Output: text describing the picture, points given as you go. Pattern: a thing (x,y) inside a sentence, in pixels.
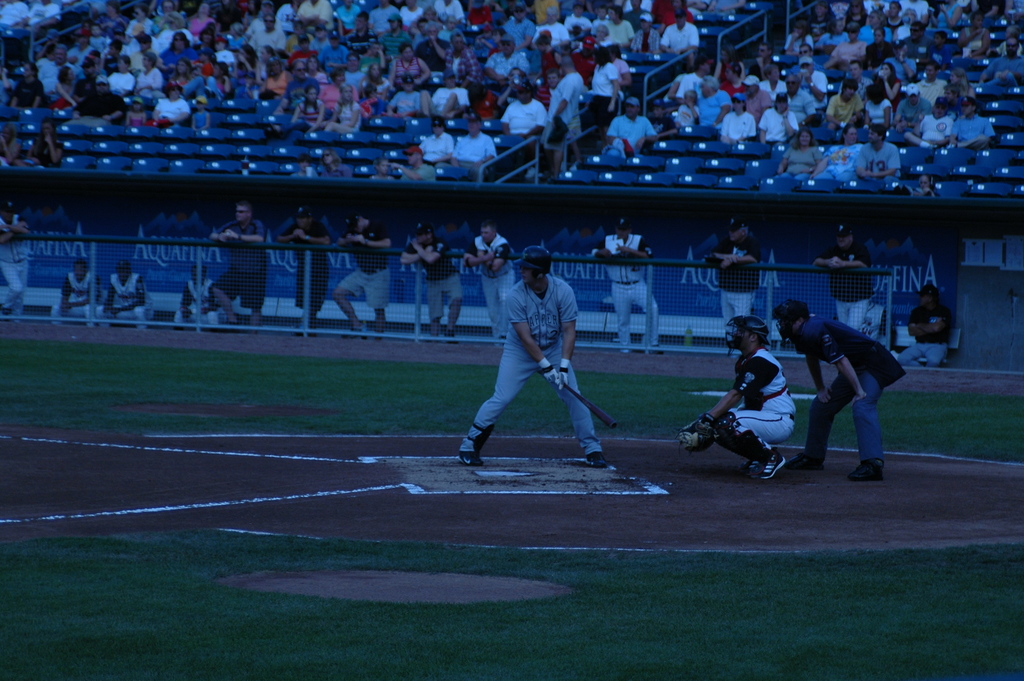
In this image I can see three people (565,395) are on the ground (412,475). One person (576,412) is holding the base ball bat (594,410) and these people (744,454) are wearing the helmets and also gloves (695,437). In the back (483,245) I can see few people (429,293) are standing behind the railing (421,340). In the background (453,34) I can see the group of people (369,99) sitting and wearing the different color dresses (556,36).
